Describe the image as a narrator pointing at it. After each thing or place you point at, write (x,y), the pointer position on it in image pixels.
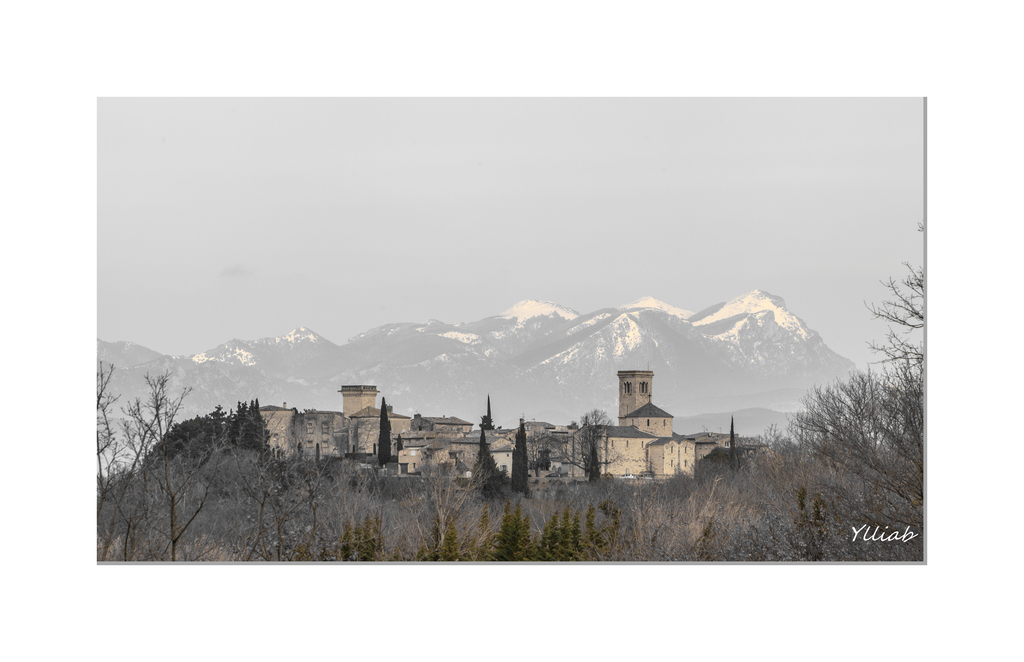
In the center of the image (633,439) we can see a castle (607,452). At the bottom (317,506) there are trees (659,491). In the background (488,337) there are hills (487,326) and sky (517,225).
